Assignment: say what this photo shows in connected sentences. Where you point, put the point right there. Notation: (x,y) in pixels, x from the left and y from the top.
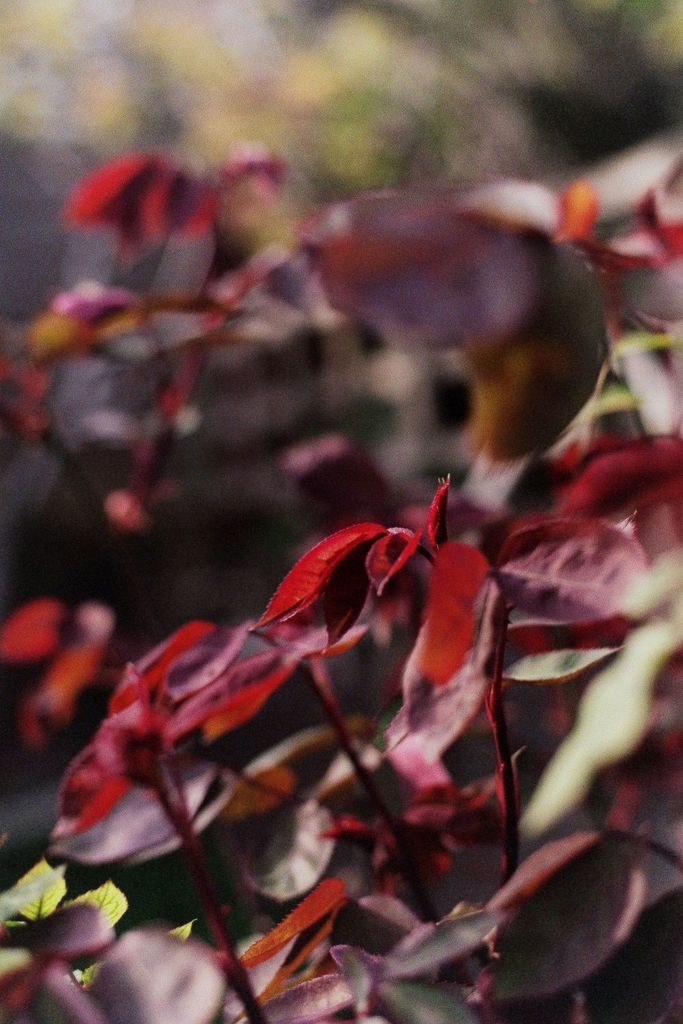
In this image I can see few plants (253,766) which are green, red and maroon in color. I can see the blurry background (350,91) in which I can see few trees (395,63).
